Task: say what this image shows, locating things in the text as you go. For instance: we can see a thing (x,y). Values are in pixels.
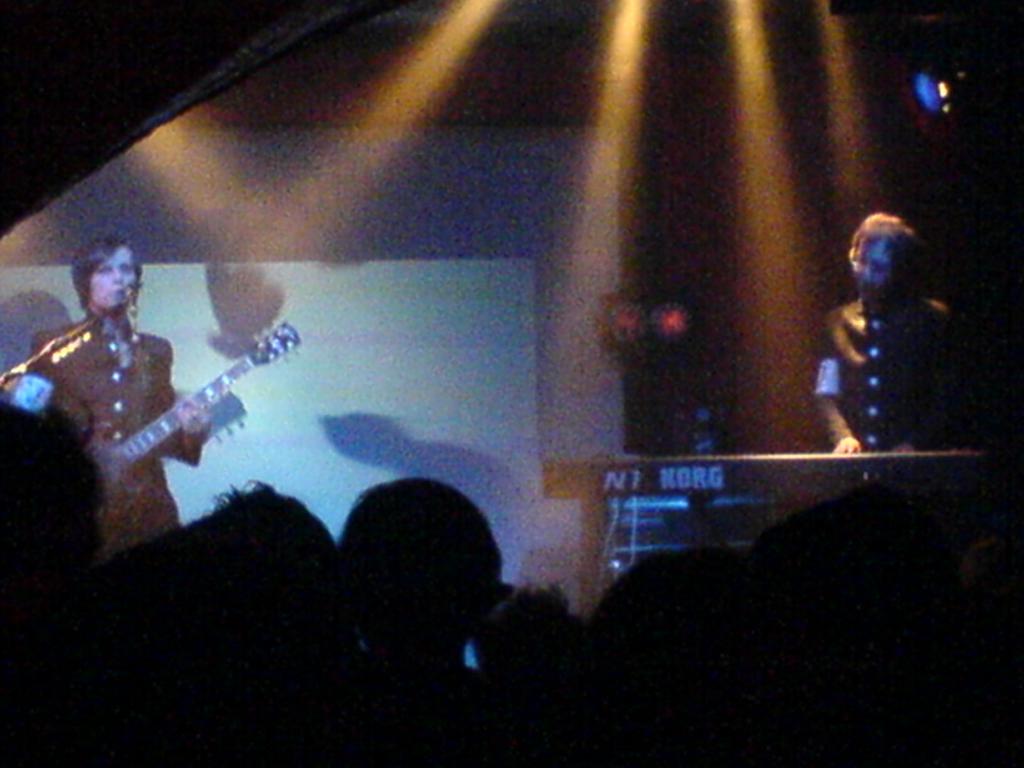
In this image I can see a man (163,452) on the left side (159,413) is playing guitar (161,435), singing a song in front of the microphone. On the right side of the image (902,372) we have a man (908,373) who is playing piano (807,465) on the stage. Behind the guitarist (156,389) we have a projector screen (395,312).
